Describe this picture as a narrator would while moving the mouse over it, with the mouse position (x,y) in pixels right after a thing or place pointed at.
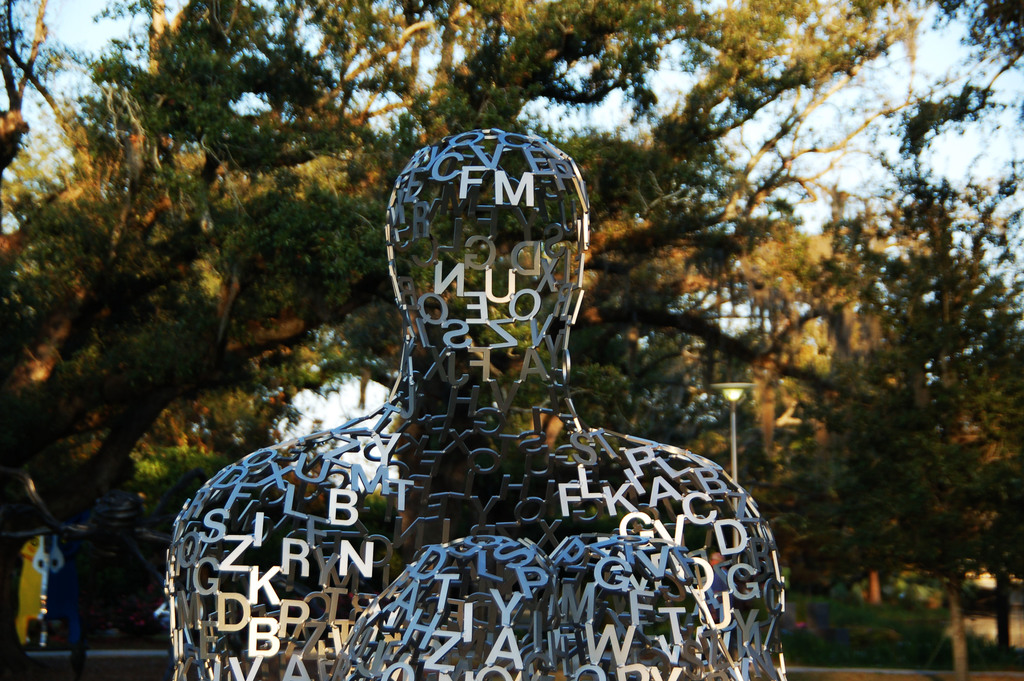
In the center of the image (534,311) there is a statue (407,567). In the background (168,191) there are trees (469,99) and sky (860,105).
